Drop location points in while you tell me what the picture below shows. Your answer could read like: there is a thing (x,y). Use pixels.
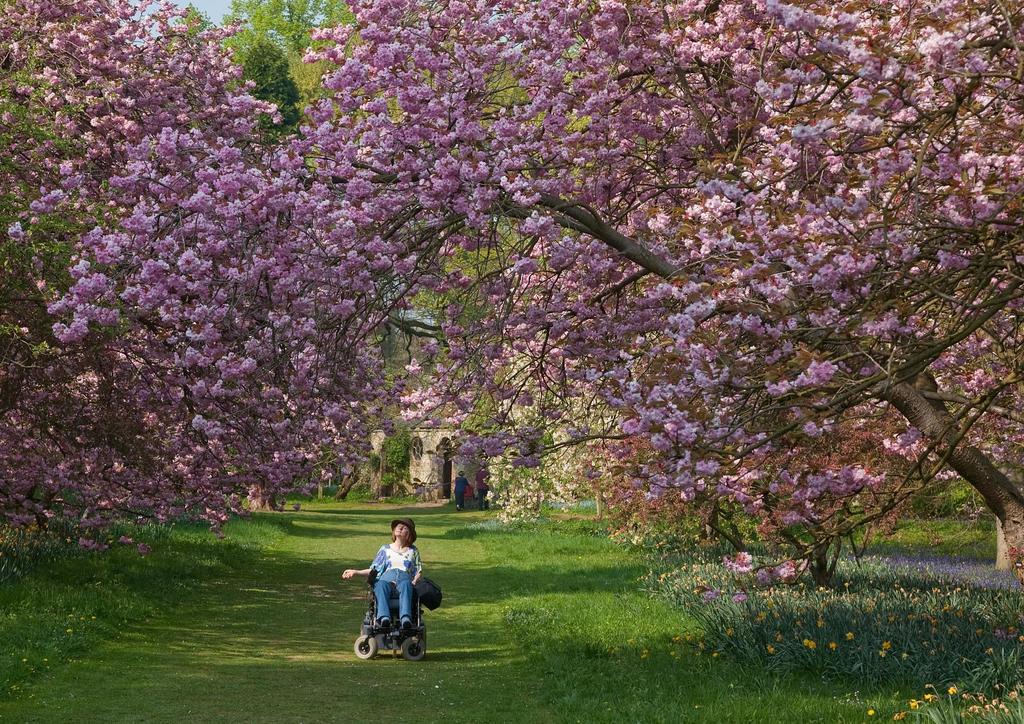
In this image I can see green grass ground (212,695) and on it I can see a woman (400,576) is sitting on a wheelchair (369,637). I can also see number of trees (508,464), a building (437,435) and number of purple colour flowers (372,255). I can also see shadows (341,709) on ground (443,584).
